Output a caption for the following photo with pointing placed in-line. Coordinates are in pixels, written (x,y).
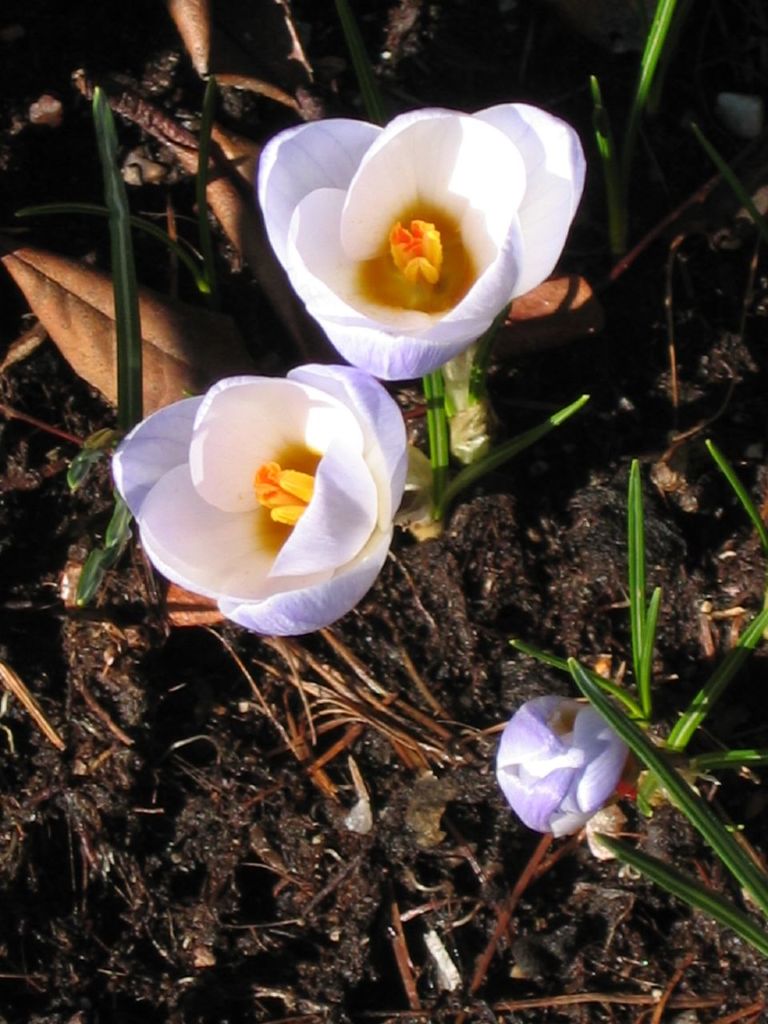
This picture shows few flowers (538,187) and grass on the ground (115,736).
